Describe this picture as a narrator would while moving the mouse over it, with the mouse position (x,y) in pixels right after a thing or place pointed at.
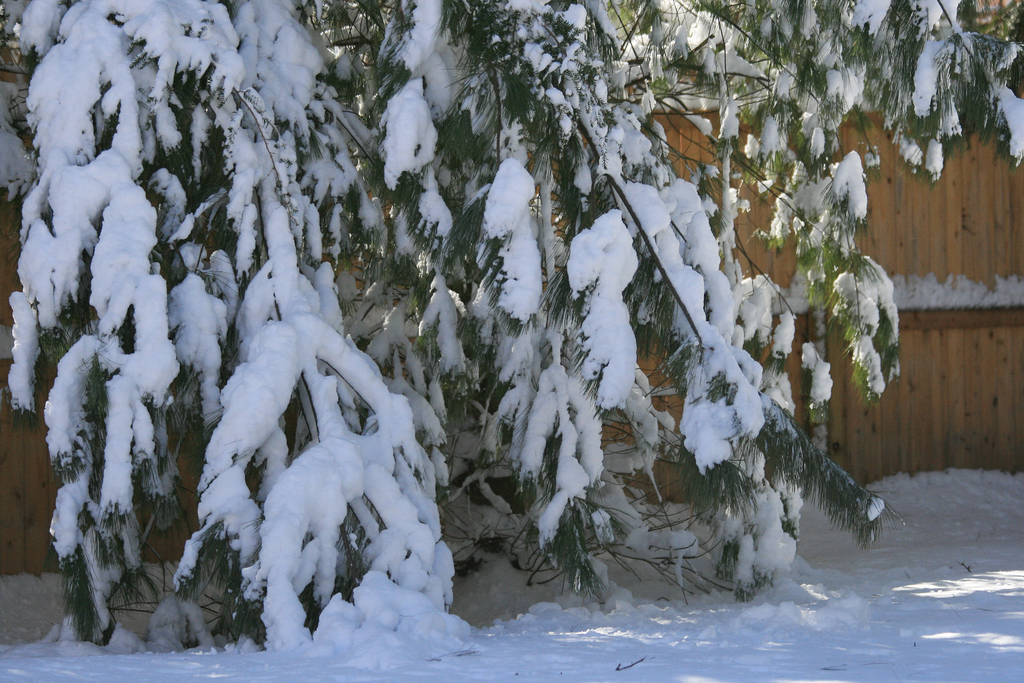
In this image, we can see some snow (149,277) on the tree (441,52). There is a wooden wall (941,321) on the right side of the image (971,313).
